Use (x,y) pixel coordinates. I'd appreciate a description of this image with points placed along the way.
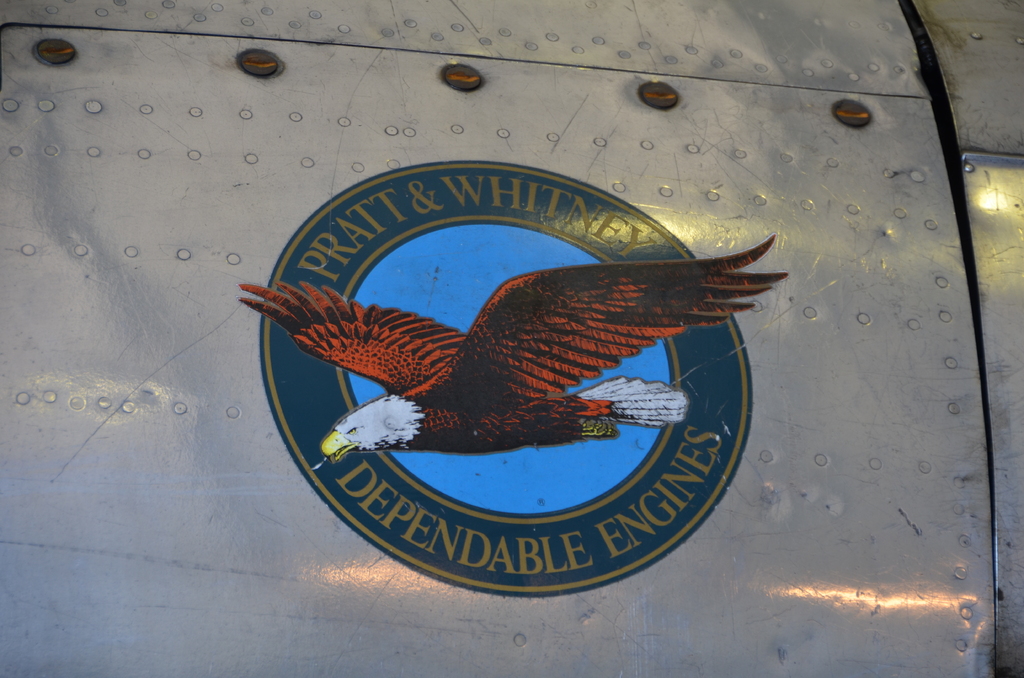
Here in this picture we can see an eagle logo (394,367) present on a metal sheet (525,129) over there.
